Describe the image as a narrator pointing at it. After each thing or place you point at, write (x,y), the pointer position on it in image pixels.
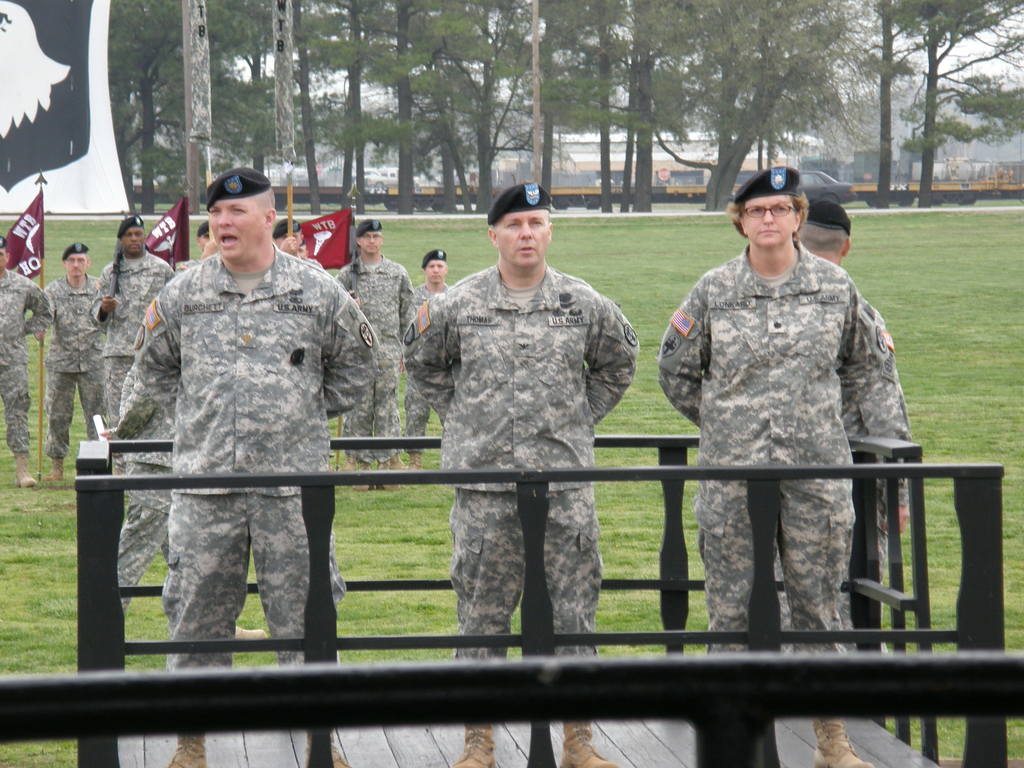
In this image we can see few persons (13,314), some of them are holding flags (339,244) and the other are holding guns (117,269), three persons (234,535) are standing on the deck (778,729), behind them we can see some vehicles (901,193) and trees (473,49).
